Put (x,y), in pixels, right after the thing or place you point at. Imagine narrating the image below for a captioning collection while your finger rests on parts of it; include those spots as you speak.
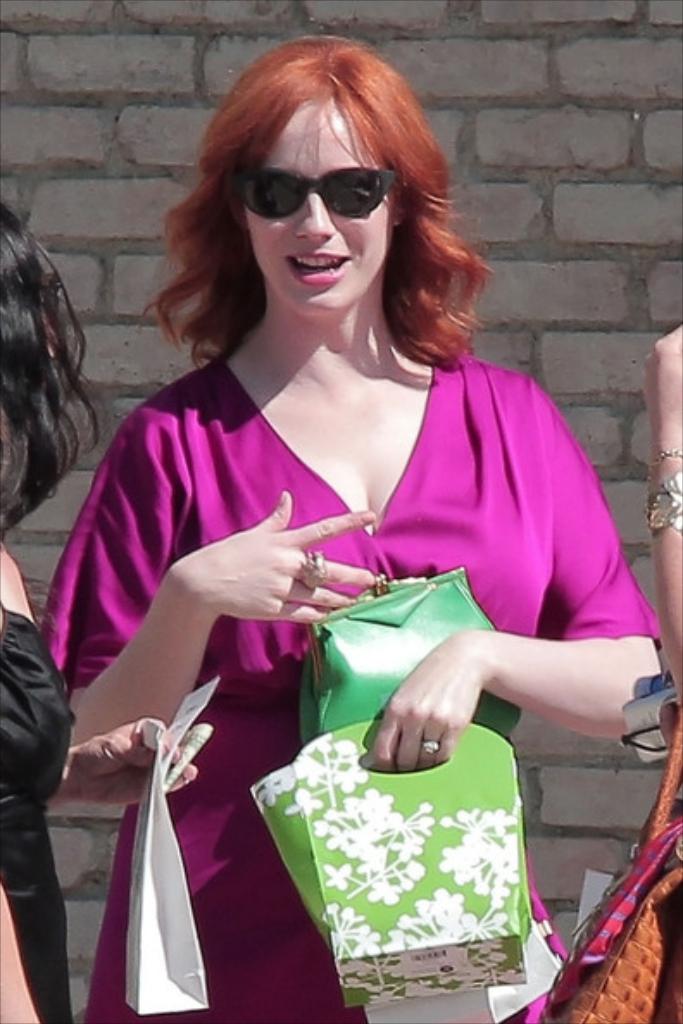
There is a woman (289,527) standing here wearing a pink dress (227,536) and spectacles (342,213). There are some bags (358,743) in her hand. In the background (139,229) there is wall (563,260).
